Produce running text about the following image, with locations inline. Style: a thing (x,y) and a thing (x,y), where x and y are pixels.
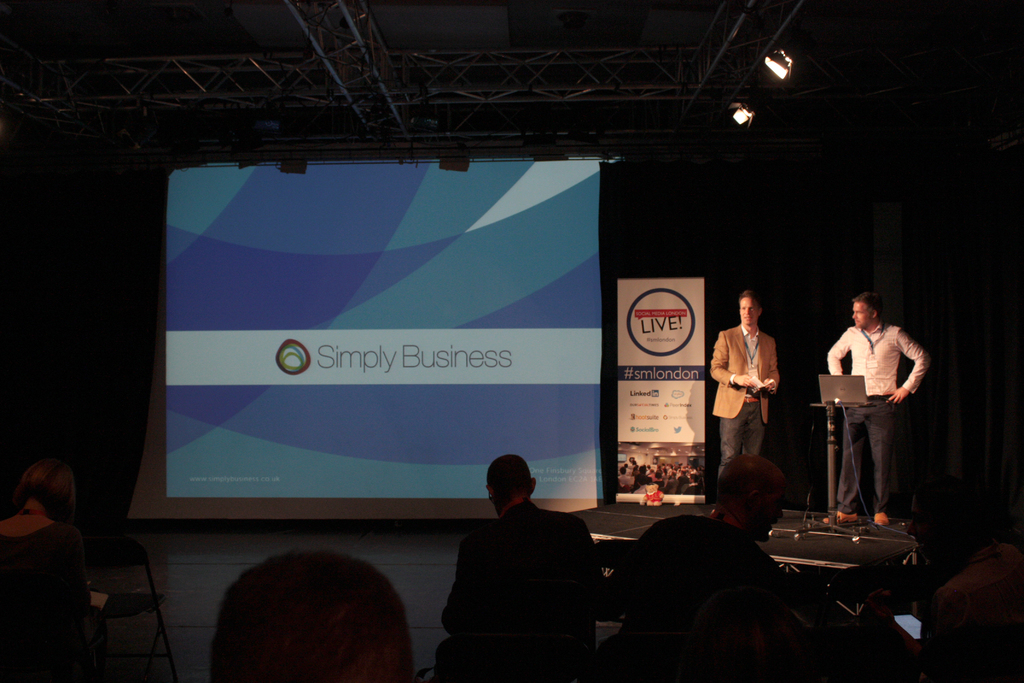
In the image we can see there are people (890,399) standing on the stage (789,538) and there is laptop (844,386) kept on the table (828,445). There is banner (650,363) kept on the stage (865,545) and there is a projector screen (224,394). There are people (291,565) standing.
